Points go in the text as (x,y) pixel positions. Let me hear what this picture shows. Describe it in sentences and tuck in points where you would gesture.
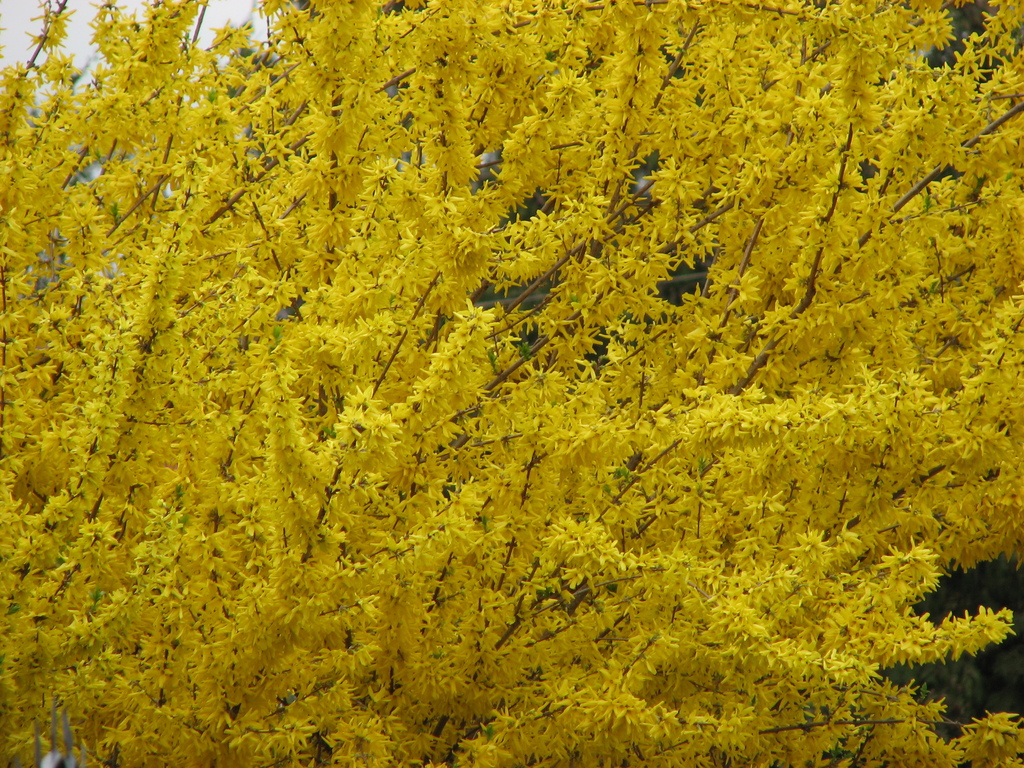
In this picture we can see trees (578,492). In the background (212,35) we can see sky (236,8).
